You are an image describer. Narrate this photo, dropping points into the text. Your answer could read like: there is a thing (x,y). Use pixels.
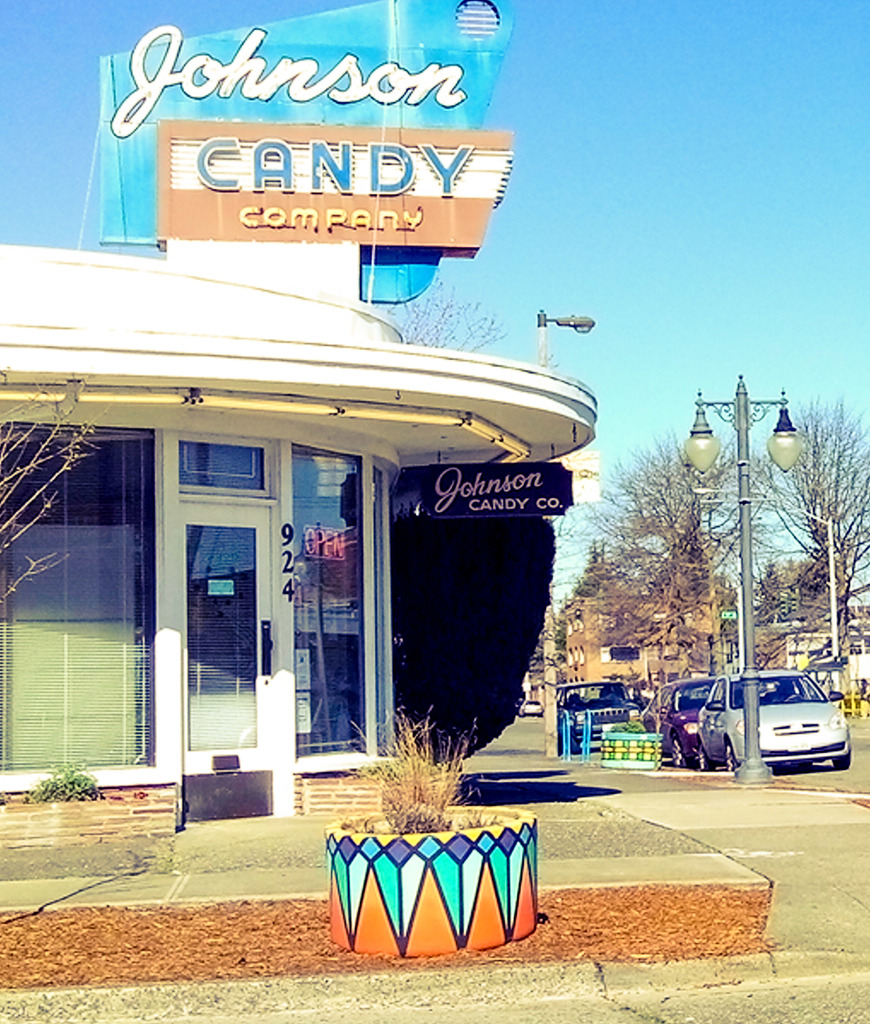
There is a store (270,514) which has something written above it and there are few vehicles (788,739), trees (670,514) and street light (746,538) in the right corner (725,622).
